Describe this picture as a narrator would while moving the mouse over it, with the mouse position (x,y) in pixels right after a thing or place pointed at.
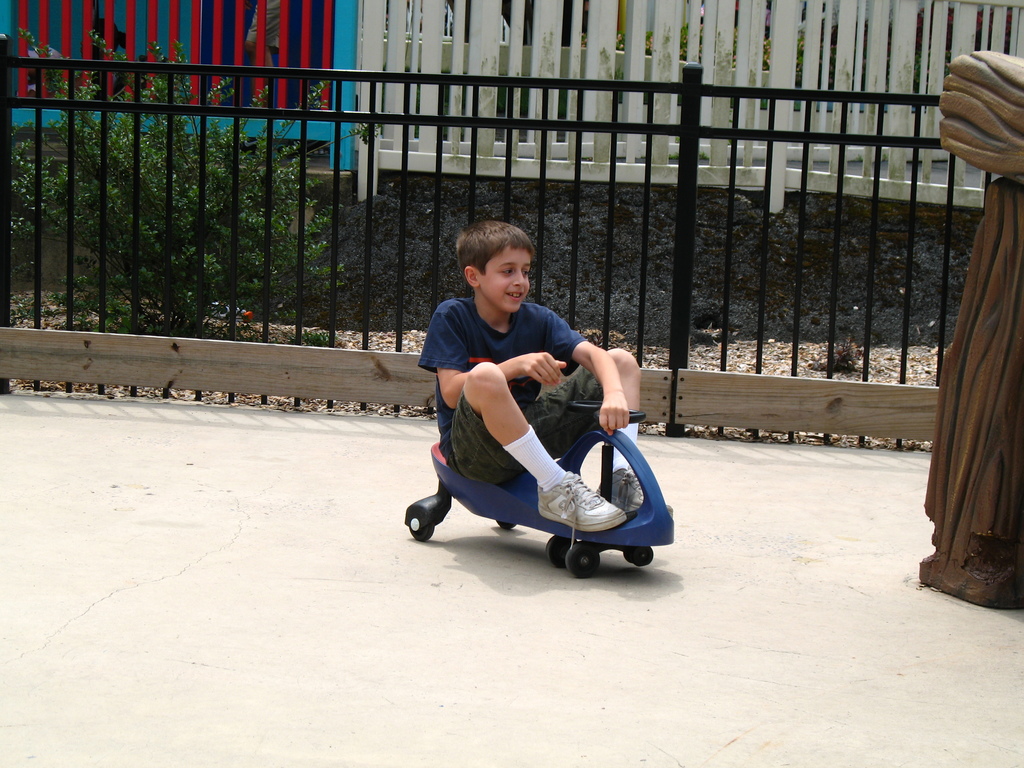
As we can see in the image there is plant (116,184), fence (201,136) and a boy (501,343) sitting on toy car (581,565).
